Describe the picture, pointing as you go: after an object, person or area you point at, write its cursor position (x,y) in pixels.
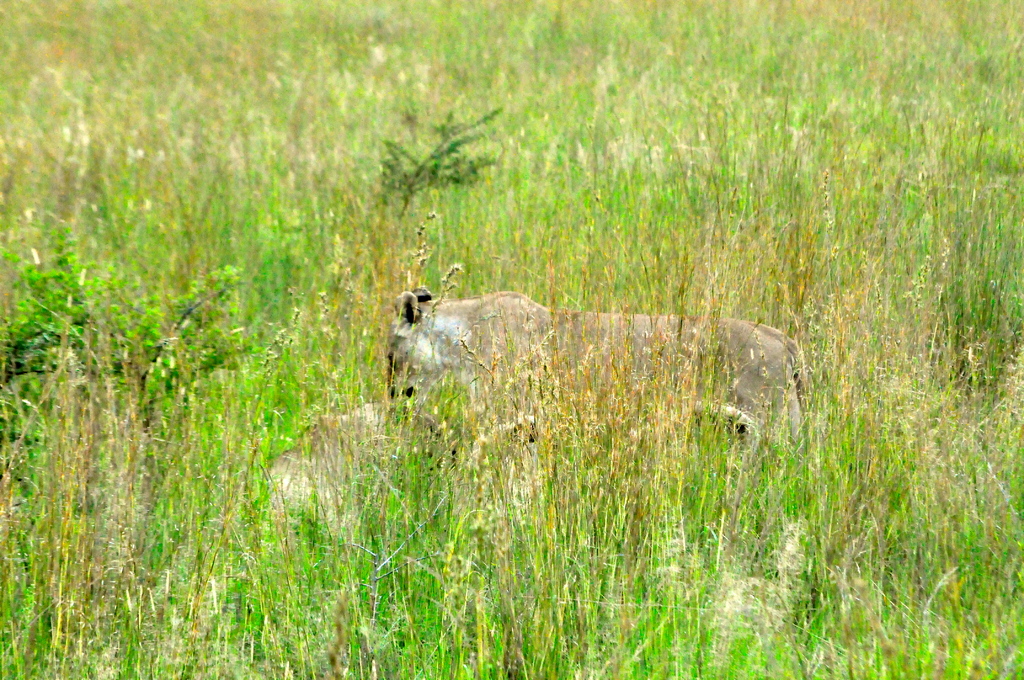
In this picture we can see an animal (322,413) and in the background (253,120) we can see plants (492,249).
